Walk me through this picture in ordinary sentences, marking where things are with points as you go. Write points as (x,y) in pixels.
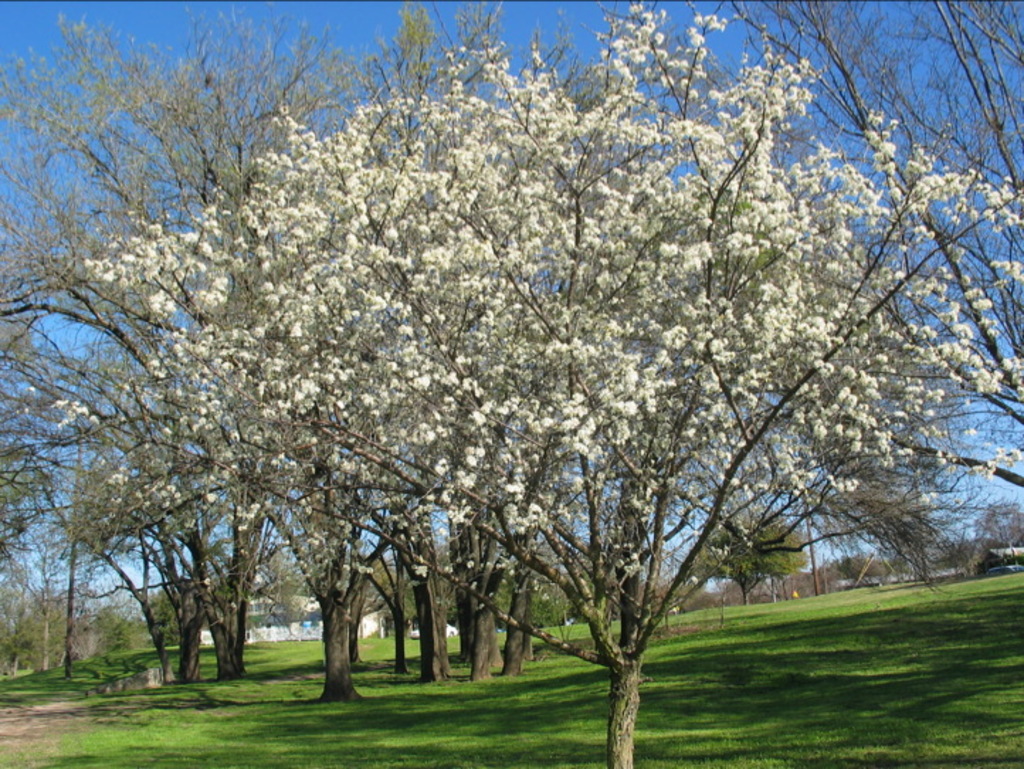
In this picture we can see grass (799,702) at the bottom (825,731), there are some trees (817,368) and leaves (464,329) here, we can see the sky (187,39) at the top of the picture (140,26).
